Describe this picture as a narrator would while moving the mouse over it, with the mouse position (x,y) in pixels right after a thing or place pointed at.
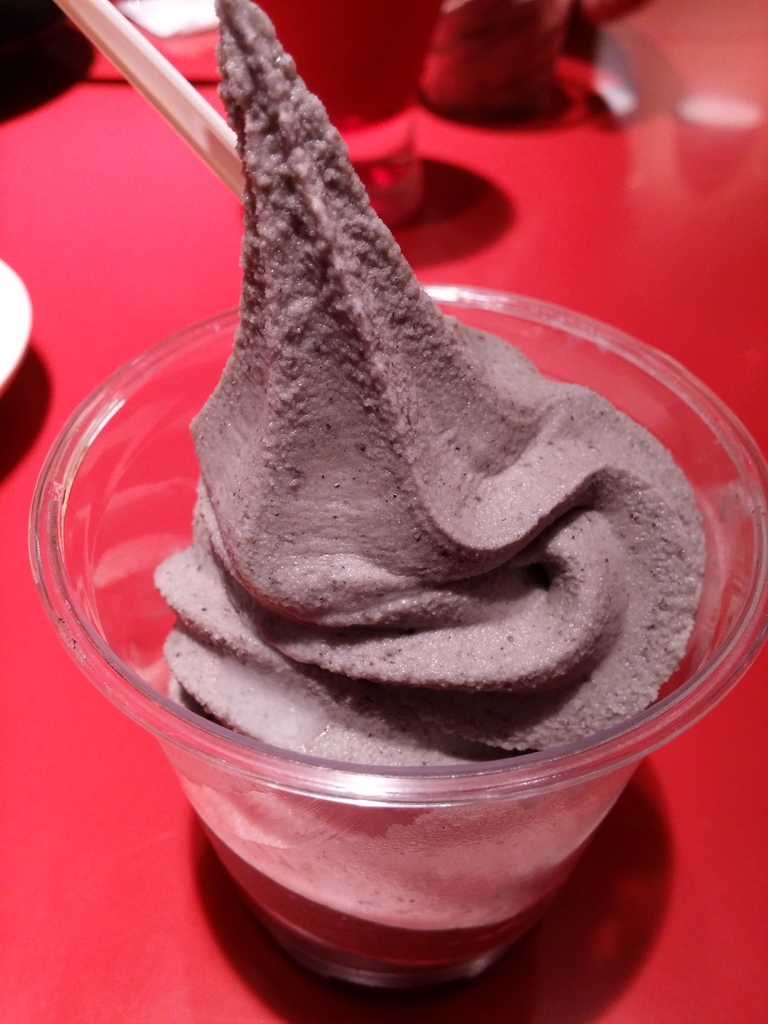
In this image we can see there is a table (229,1021), on the table (262,996) there is a glass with cream (575,524) and a spoon (235,174) and there is a red color object (376,121) and there are few objects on it.
